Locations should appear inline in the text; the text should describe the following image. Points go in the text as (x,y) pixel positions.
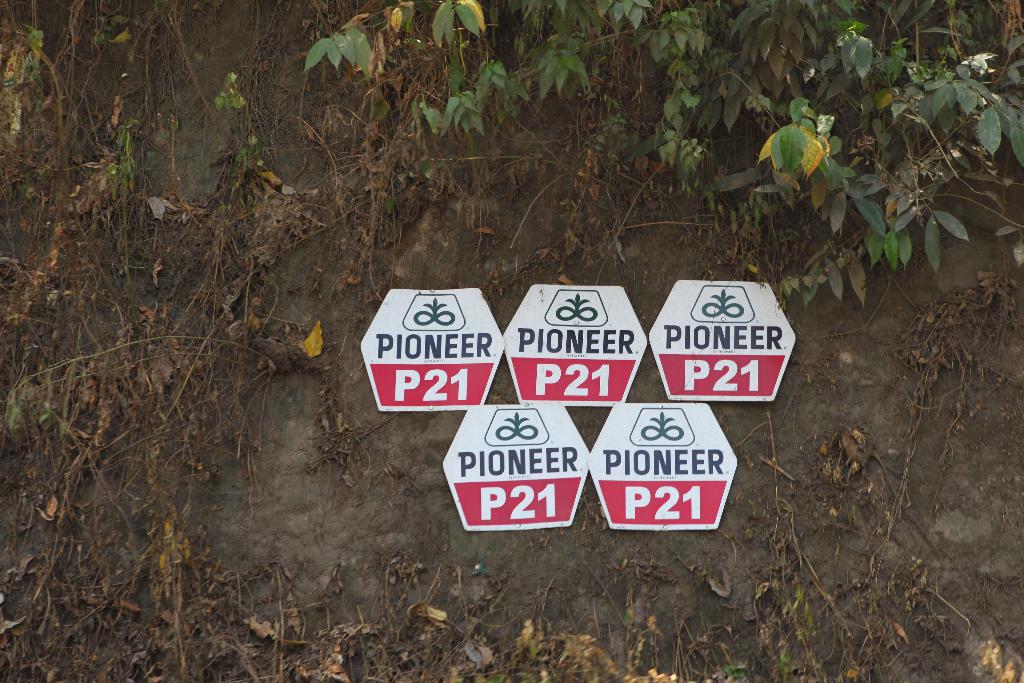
In this image, we can see few boards (605,400), plants (978,148) and dry leaves (355,625) with stems (78,437).
